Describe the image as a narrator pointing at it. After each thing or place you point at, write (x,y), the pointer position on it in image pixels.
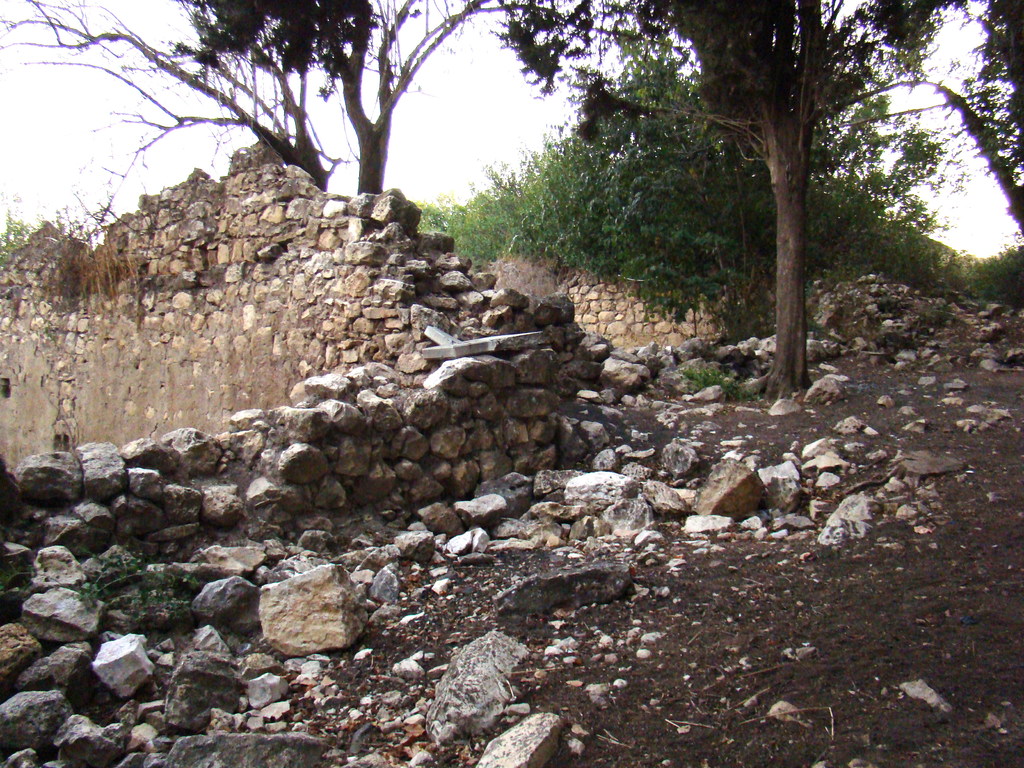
In this image I can see number of stones (373,304), grass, bushes (543,227) and number of trees (1005,47). In the background (184,19) I can see the sky (484,98).
